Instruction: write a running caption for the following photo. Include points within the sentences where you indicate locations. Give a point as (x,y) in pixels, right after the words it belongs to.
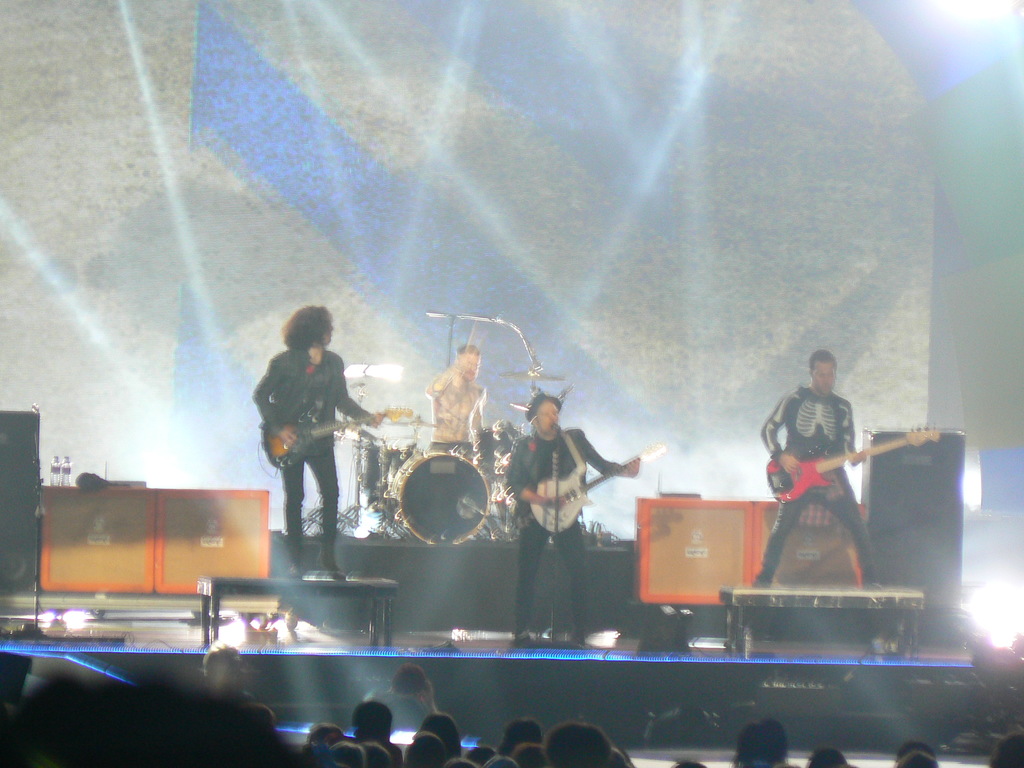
This is the picture of a music concert. There are four people (783,504) on the stage (385,553), three are playing guitars (560,515), at the back (478,410) there is a person (454,422) playing drums (453,533). There are audience (63,712) in front of the stage (141,670). At the left side (10,543) and at the right side there are speakers (24,505) on the stage (482,605).
